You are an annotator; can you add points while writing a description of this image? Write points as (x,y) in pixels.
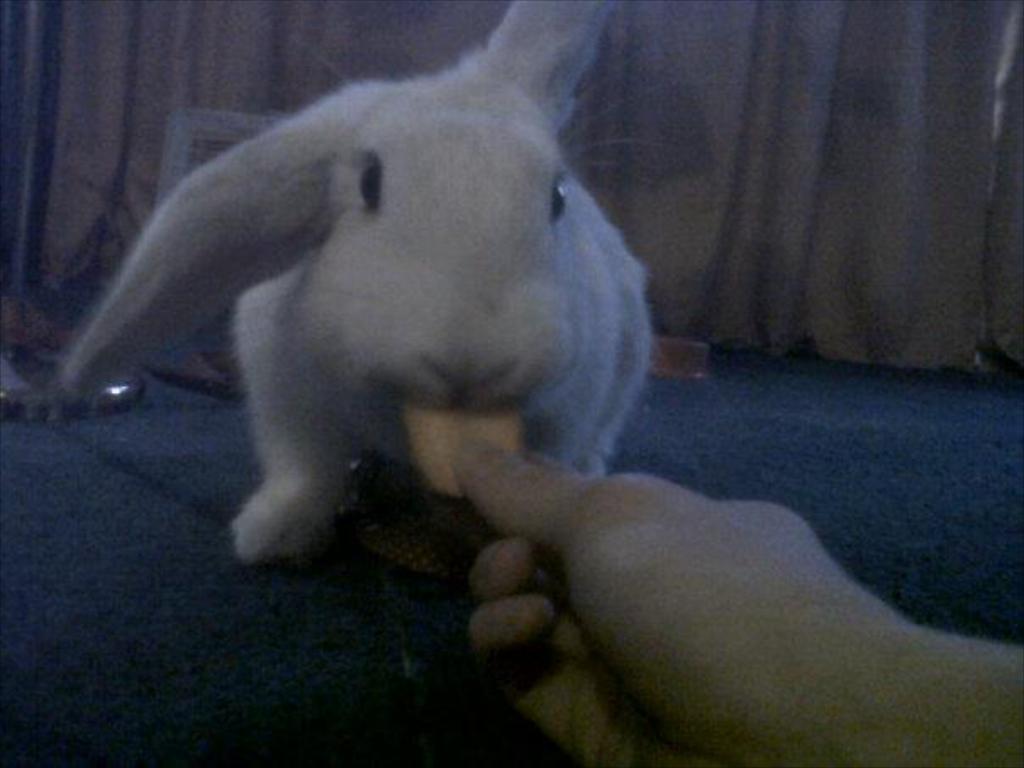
There is a white rabbit (495,353) and there is a hand (621,622) of a person (490,482) holding some food item (476,431) and feeding the rabbit (405,364) and behind the rabbit (526,27) that is a curtain (46,144).
